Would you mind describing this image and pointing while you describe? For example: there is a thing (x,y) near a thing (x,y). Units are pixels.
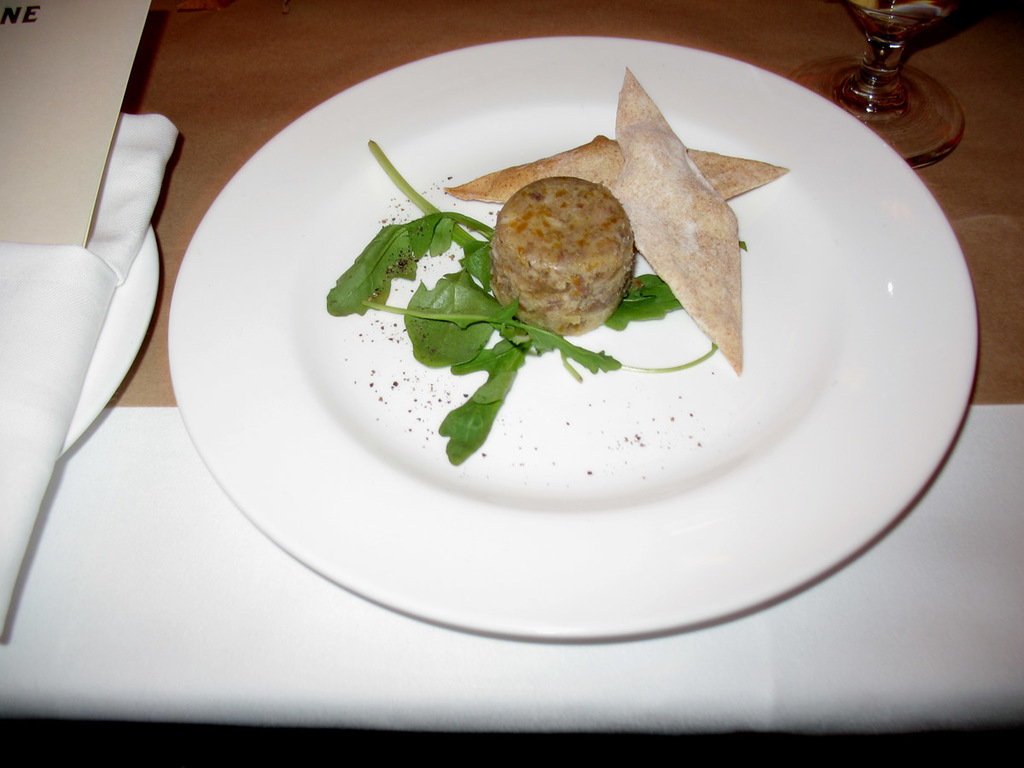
In this image we can see a food item (573,304) is decorated in a white plate (867,262). Left side of the image (45,284) napkin (73,248) and card (78,169) is present. Right top of the image (891,60) glass (883,56) is there.
